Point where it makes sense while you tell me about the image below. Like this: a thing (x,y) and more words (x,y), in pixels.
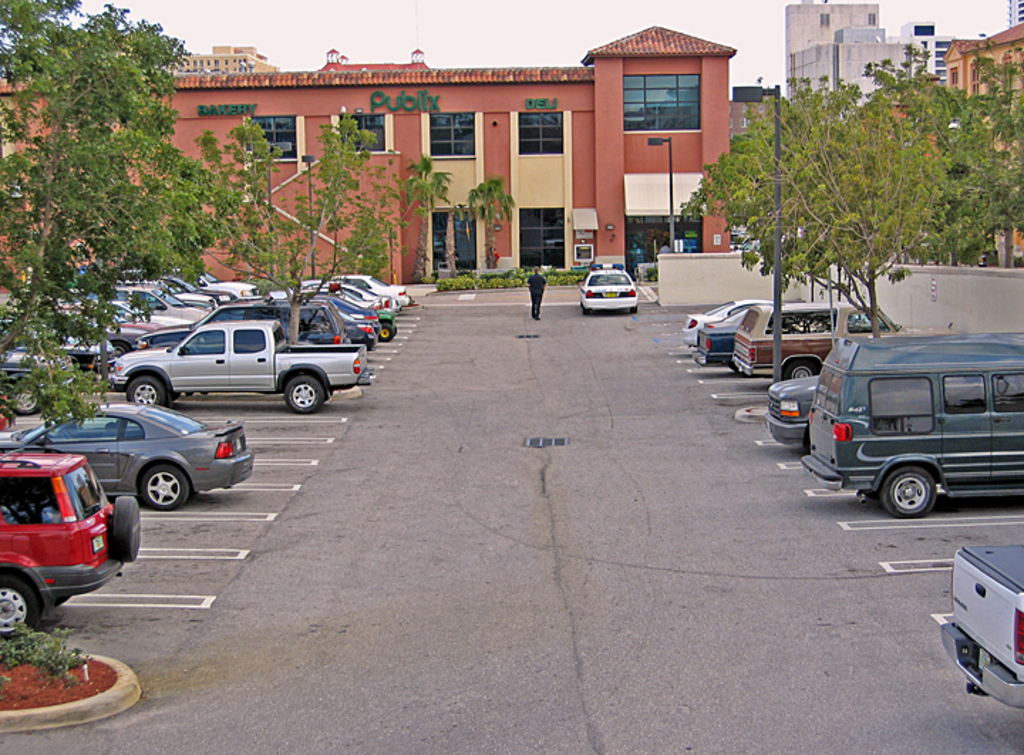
In this picture I can see the road (219,524) in front on which there are number of cars (211,312) and I see number of trees (79,33). In the middle of this picture (389,275) I see number of buildings (403,92) and I see a person (538,314) who is standing and I see few poles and I see something is written on the building (382,104) which is in the center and I see that it is white color in the background (758,35).
